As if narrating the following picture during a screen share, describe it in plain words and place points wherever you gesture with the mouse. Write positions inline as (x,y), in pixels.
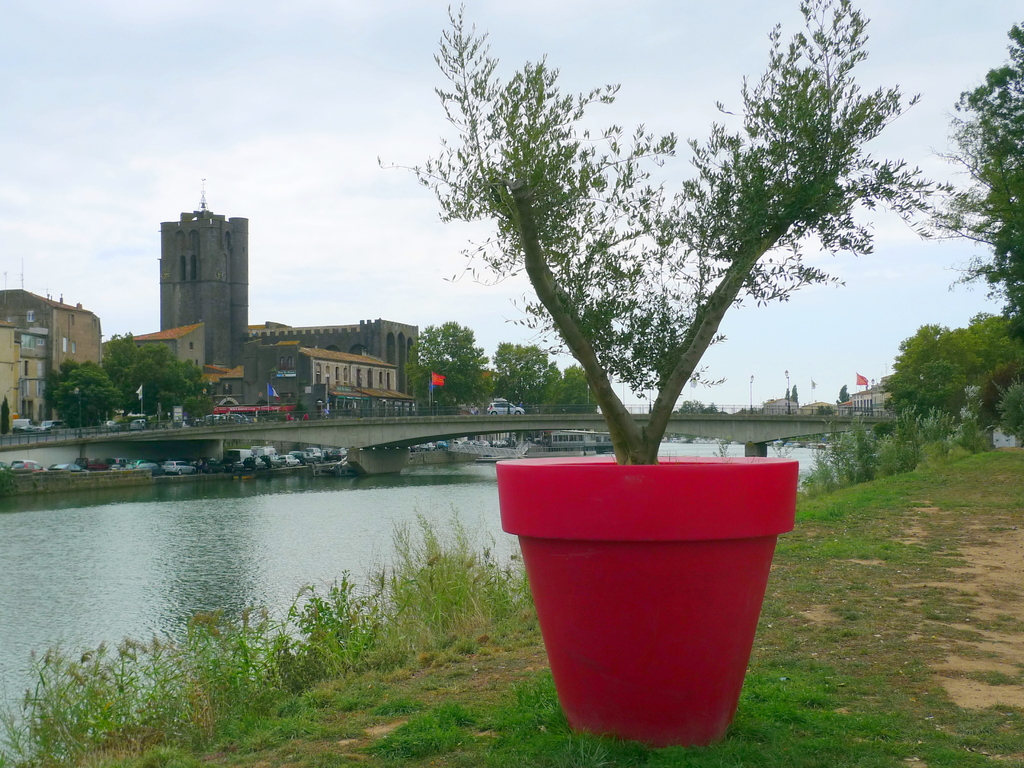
In this image we can see group of vehicles (232,455) parked on the ground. In the center of the image (376,448) we can see a bridge (513,427), water (485,507) and some flags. On the left (81,411) and right side of the image (917,405) we can see a group of trees (67,408) and some buildings (259,360) with windows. In the foreground of the image (632,475) we can see a plant (674,372) in a pot (712,561). At the top of the image (338,8) we can see the sky (340,22).
